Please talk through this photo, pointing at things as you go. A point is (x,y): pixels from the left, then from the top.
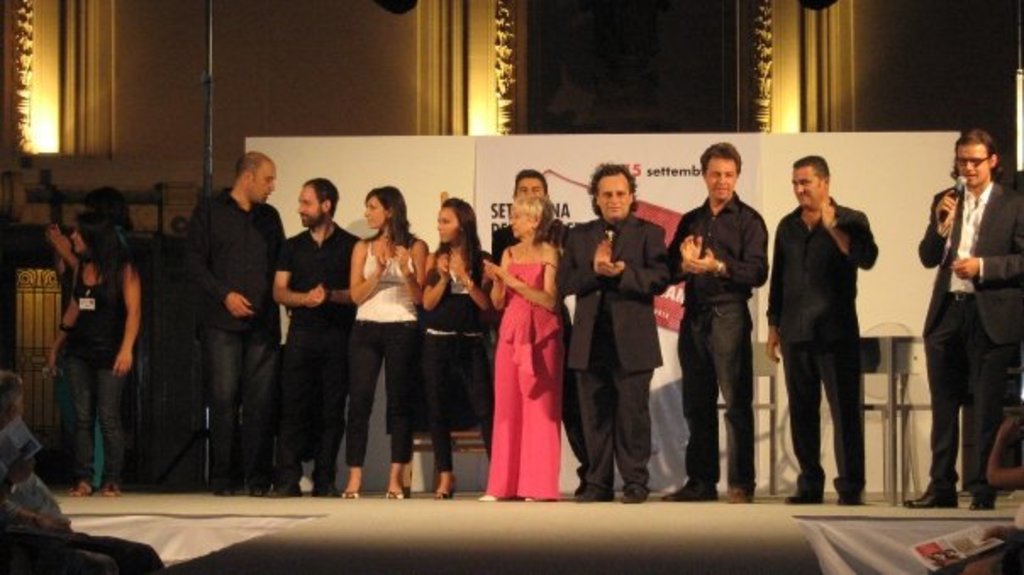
In this image we can see there are many people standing on the stage (514,558) and a person (1016,225) on the right side (1020,244) holding a mike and speaking about something.
